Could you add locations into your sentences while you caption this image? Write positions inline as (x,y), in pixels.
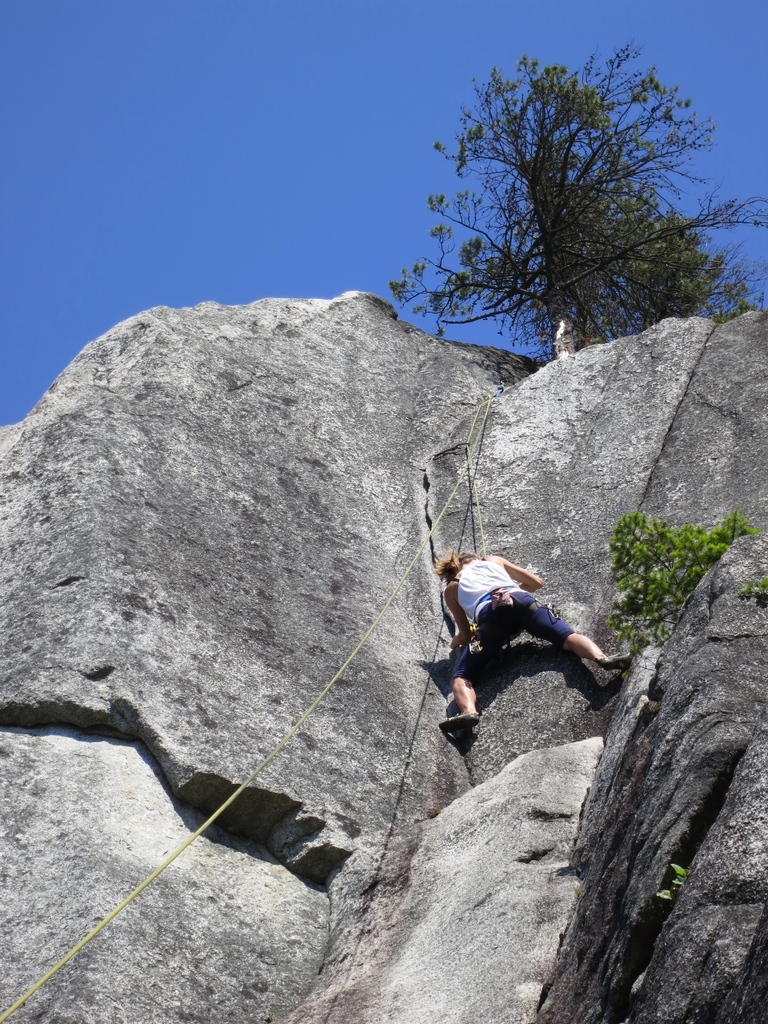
In this picture we can see a woman (535,575) climbing the rock (364,709) using ropes (327,688). At the top (451,42) we have trees (523,215) and the sky (242,141) is blue.
